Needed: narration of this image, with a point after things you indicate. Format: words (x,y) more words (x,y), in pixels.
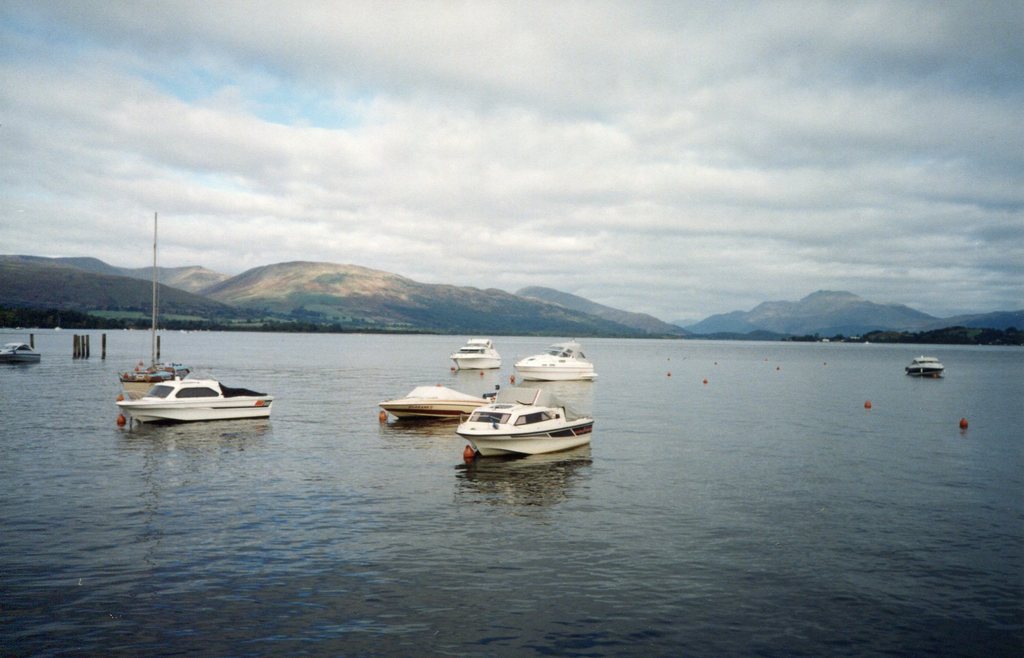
In this image we can see ships (464,354) on the water (349,407), barrier poles (84,349), hills (341,303) and sky (399,208) with clouds (561,175).
